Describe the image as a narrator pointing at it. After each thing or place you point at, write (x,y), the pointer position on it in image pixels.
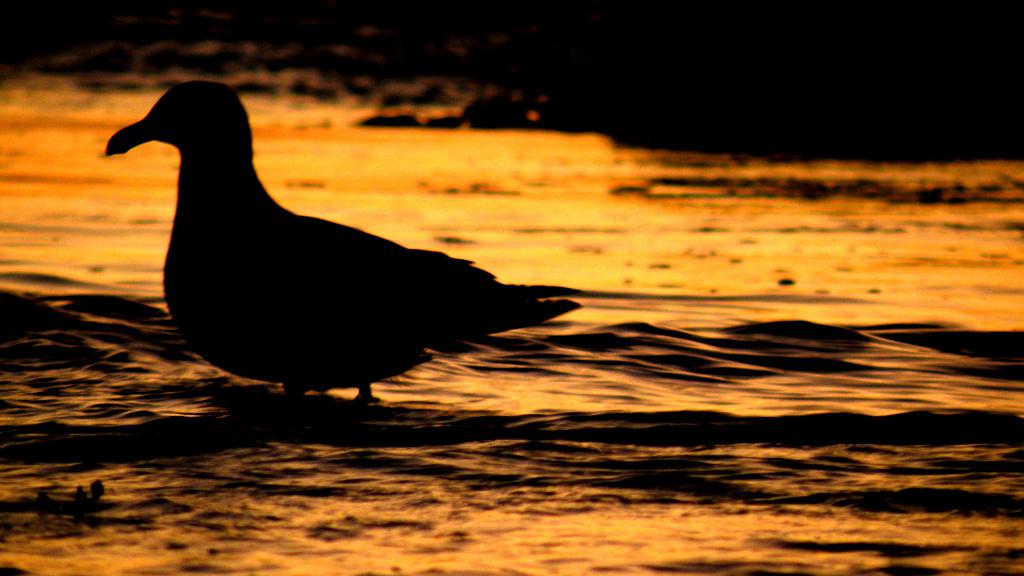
In this picture we can see a bird (200,117) on water (115,236) and in the background (130,47) it is dark.
